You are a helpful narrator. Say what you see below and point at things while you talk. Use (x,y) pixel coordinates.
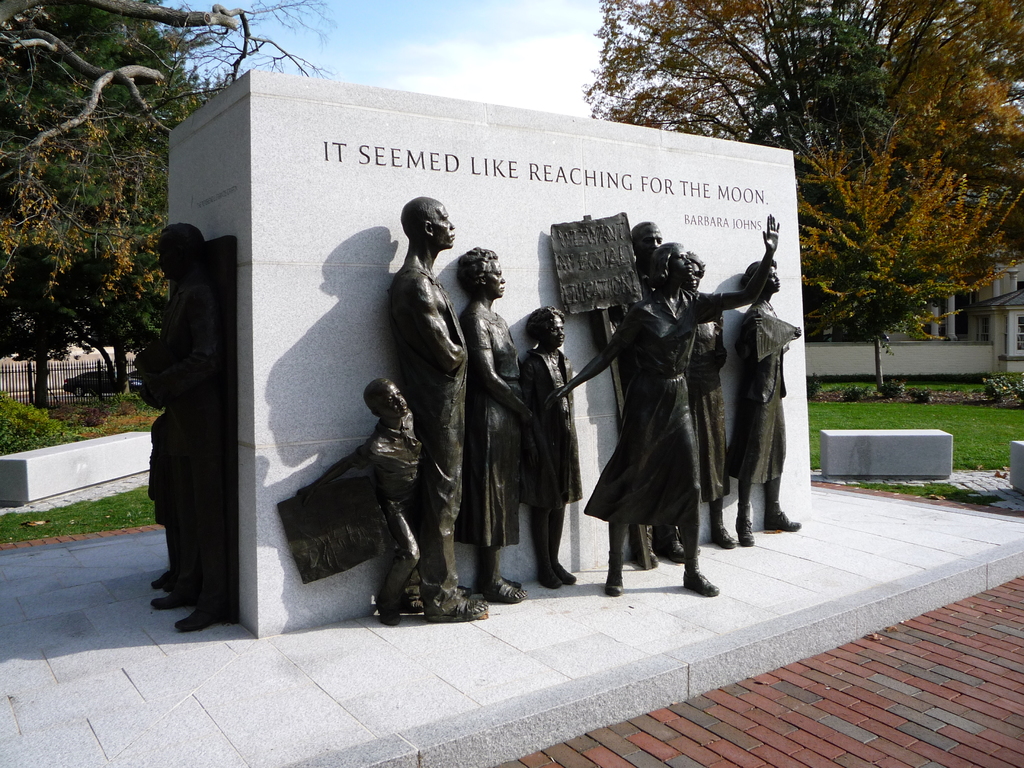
In the foreground of this picture (511,518), there are sculptures (450,457) in the middle of the lawn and some text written on the stone (751,213). In the background (937,117), there are trees (937,117), sky (492,61) and the cloud (481,47).
